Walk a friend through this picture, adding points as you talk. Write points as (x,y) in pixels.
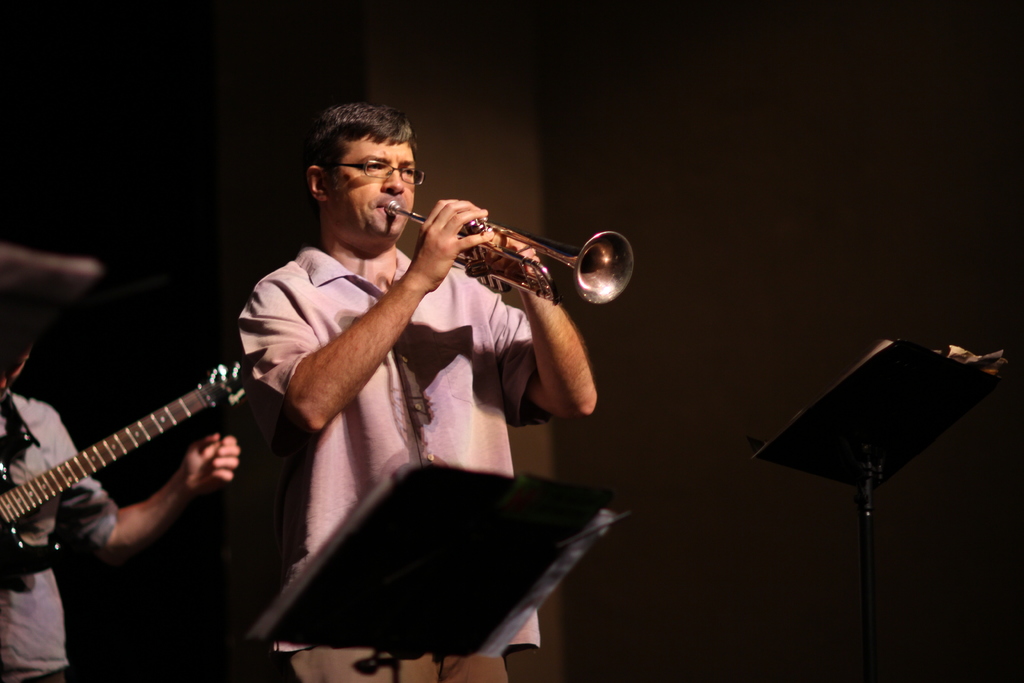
There are 2 men (294,412) playing musical instrument (238,400), in front of them there is a notepad stand (835,458).
